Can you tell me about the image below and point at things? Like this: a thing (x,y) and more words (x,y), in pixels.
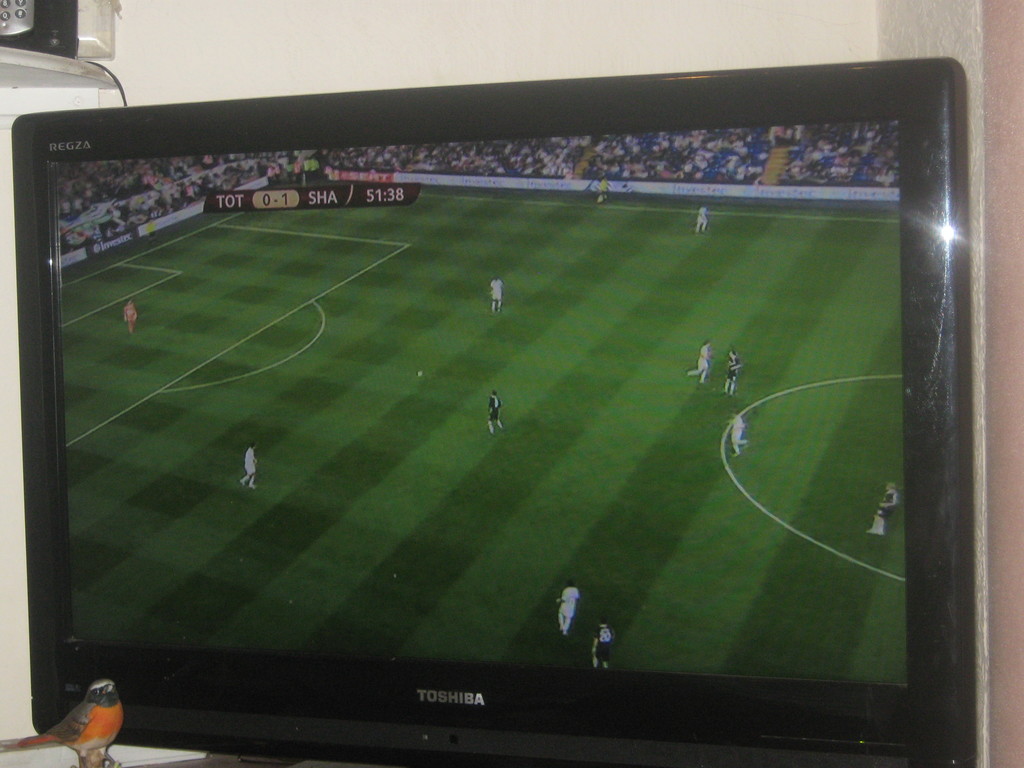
In this image we can see a television (584,388) in which there is football is telecasting and at the bottom left of the image (103,717) there is bird toy (103,717) and at the top left of the image (56,15) there is telephone (58,42) and at the background of the image (499,27) there is wall (470,31).
